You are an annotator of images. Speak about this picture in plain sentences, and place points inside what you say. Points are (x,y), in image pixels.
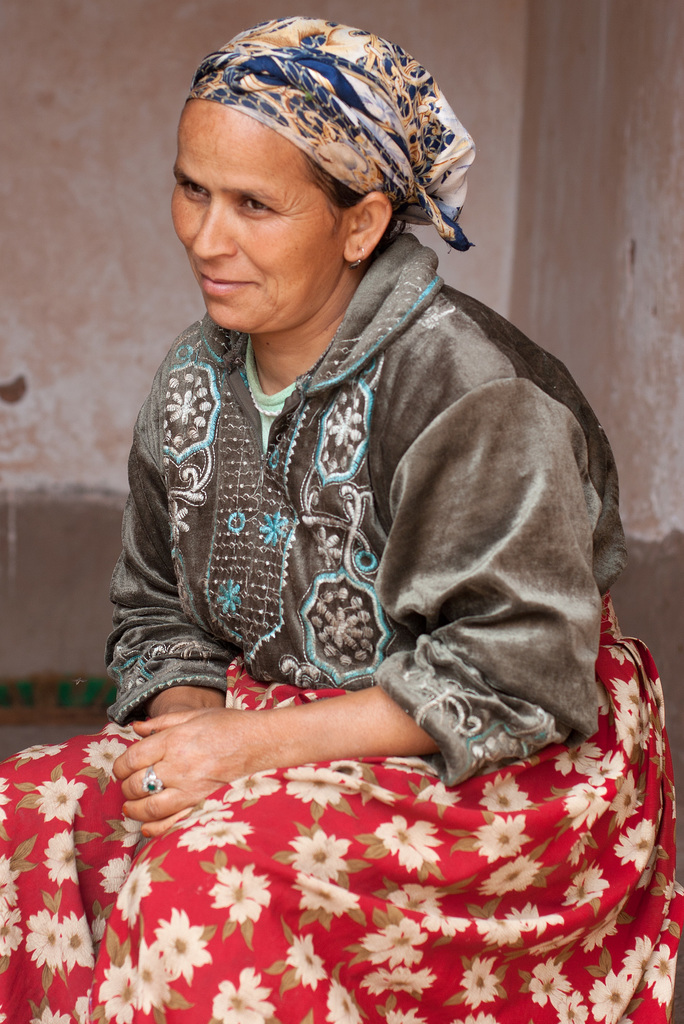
In the center of the image (334,636) we can see a lady (390,565) sitting. In the background (98,140) there is a wall (587,166).
